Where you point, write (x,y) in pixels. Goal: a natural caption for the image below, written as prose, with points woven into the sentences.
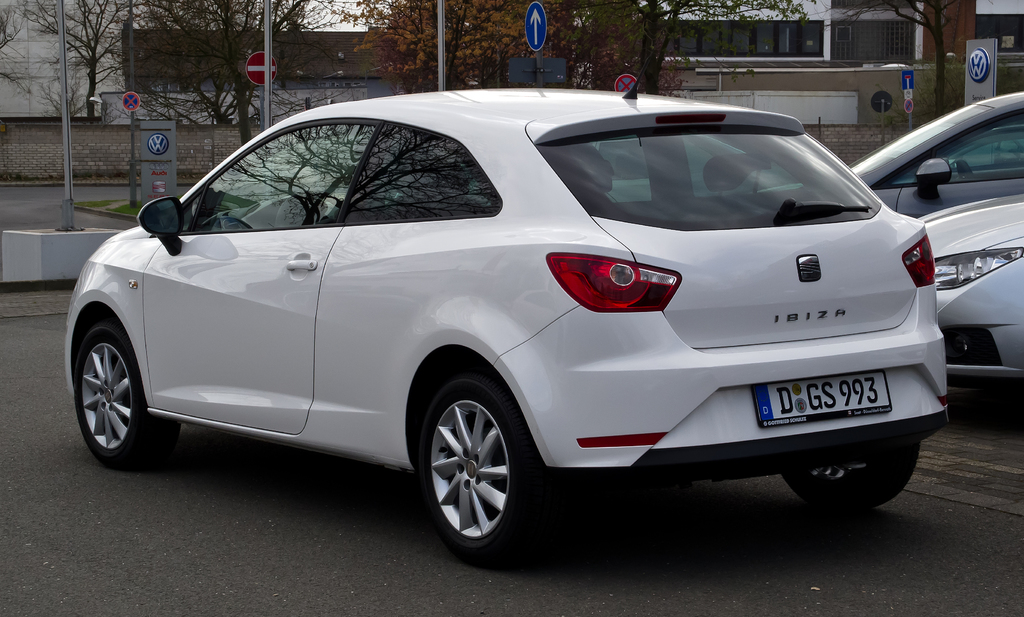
This image consists of cars (775,330). In the front (829,438), there is a car (335,426) in white color. At the bottom (395,529), there is a road (395,529). In the background (226,146), there are trees (451,11) and wall (7,133). On the right (896,32), it looks like a building (849,66).
